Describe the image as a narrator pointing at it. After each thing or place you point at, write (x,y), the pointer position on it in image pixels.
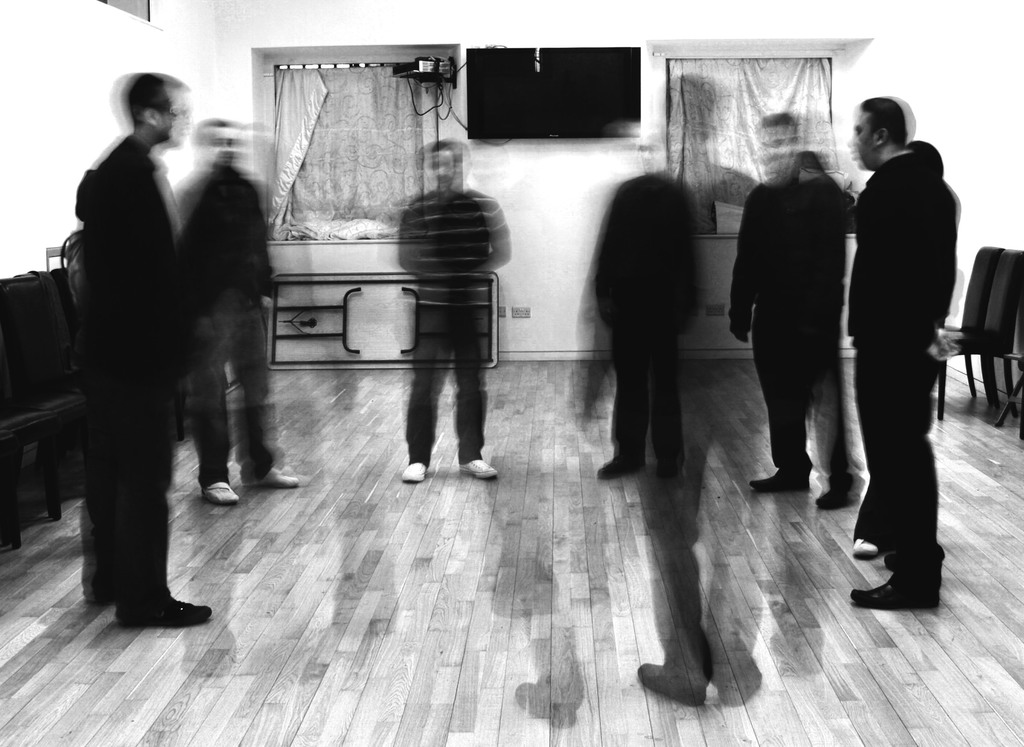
In this image in the front (454,314) there are persons (178,277) standing. In the background (377,182) there are curtains (680,144). On the wall (964,299) there is a TV (574,110). On the left side (36,390) there are chairs (52,339) and on the right side (971,309) there are two chairs (974,319) which are black in colour.
